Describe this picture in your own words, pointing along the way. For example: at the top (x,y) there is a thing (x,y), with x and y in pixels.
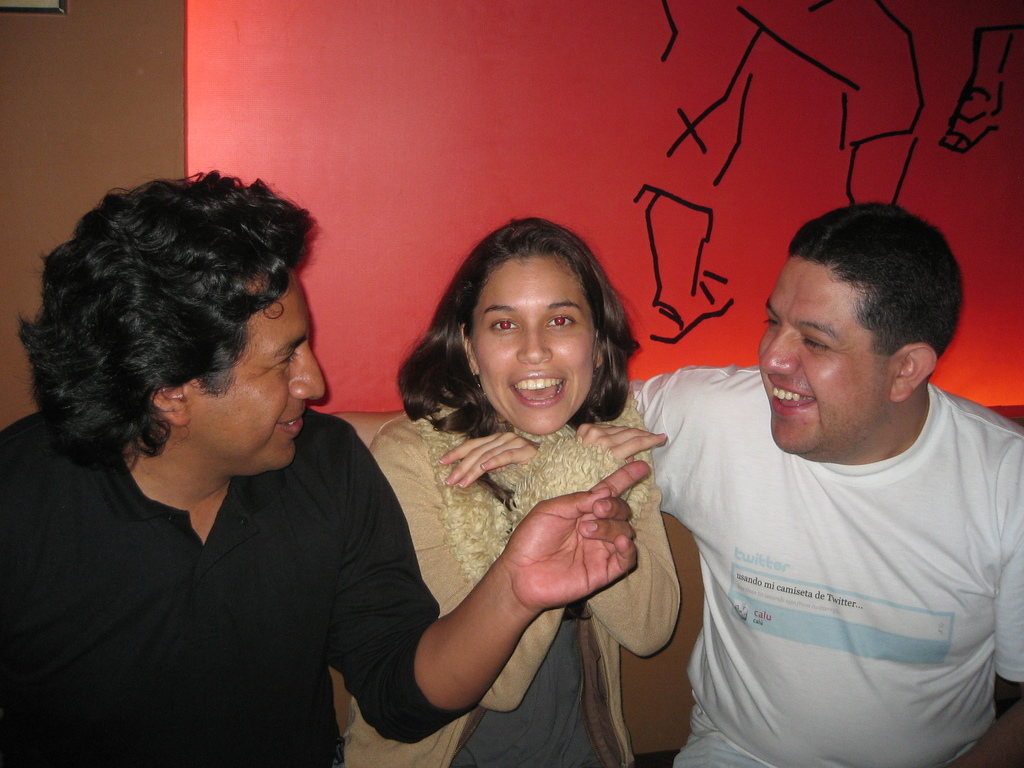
In the picture I can see two men (420,576) and a woman (664,557) are smiling. In the background (553,179) I can see a red color wall (481,130) which has a painting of a person (885,136).
